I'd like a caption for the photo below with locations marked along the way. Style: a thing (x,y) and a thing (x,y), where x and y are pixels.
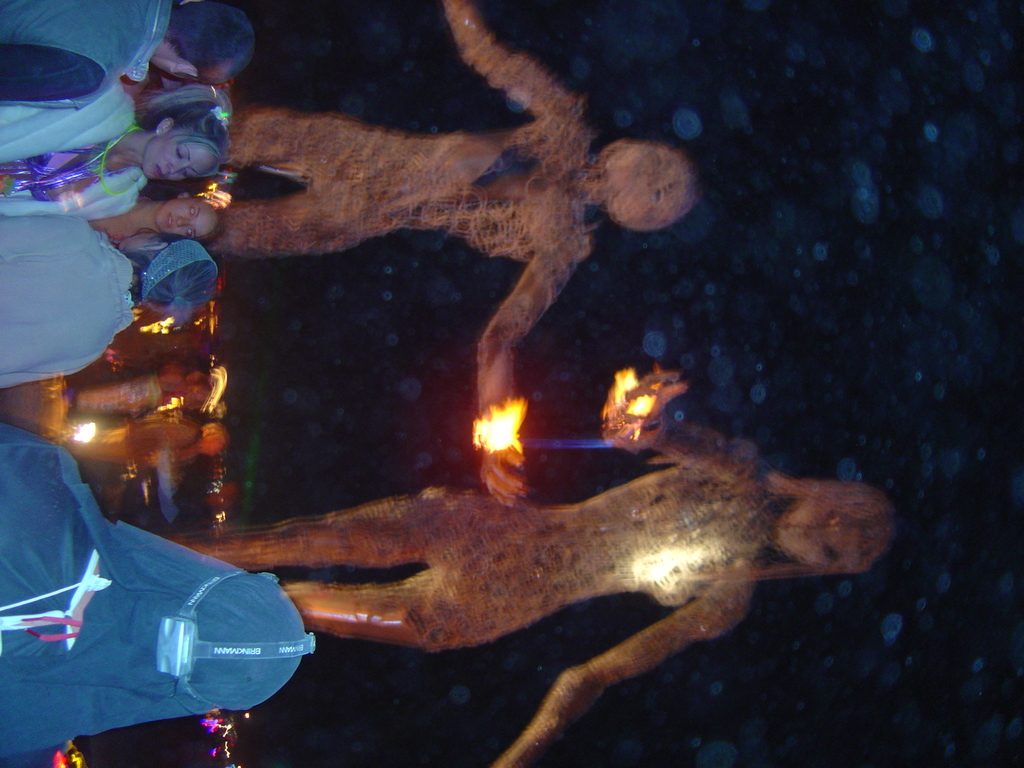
On the left side of the image (116,195) there are few people (39,366). Behind them there are statues (530,177), which were burning. In the background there are lights (212,406).
